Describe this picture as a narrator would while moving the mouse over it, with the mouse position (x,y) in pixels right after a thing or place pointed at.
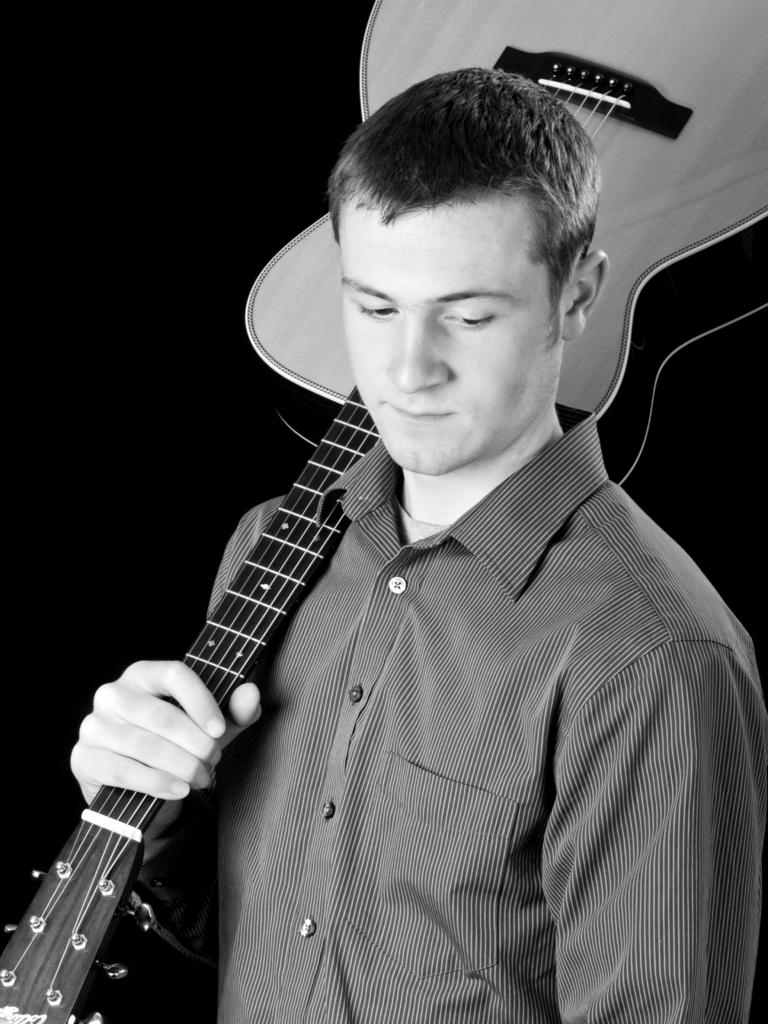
A person (405,558) wearing shirt (579,590) is holding a guitar (353,396) on his shoulder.
